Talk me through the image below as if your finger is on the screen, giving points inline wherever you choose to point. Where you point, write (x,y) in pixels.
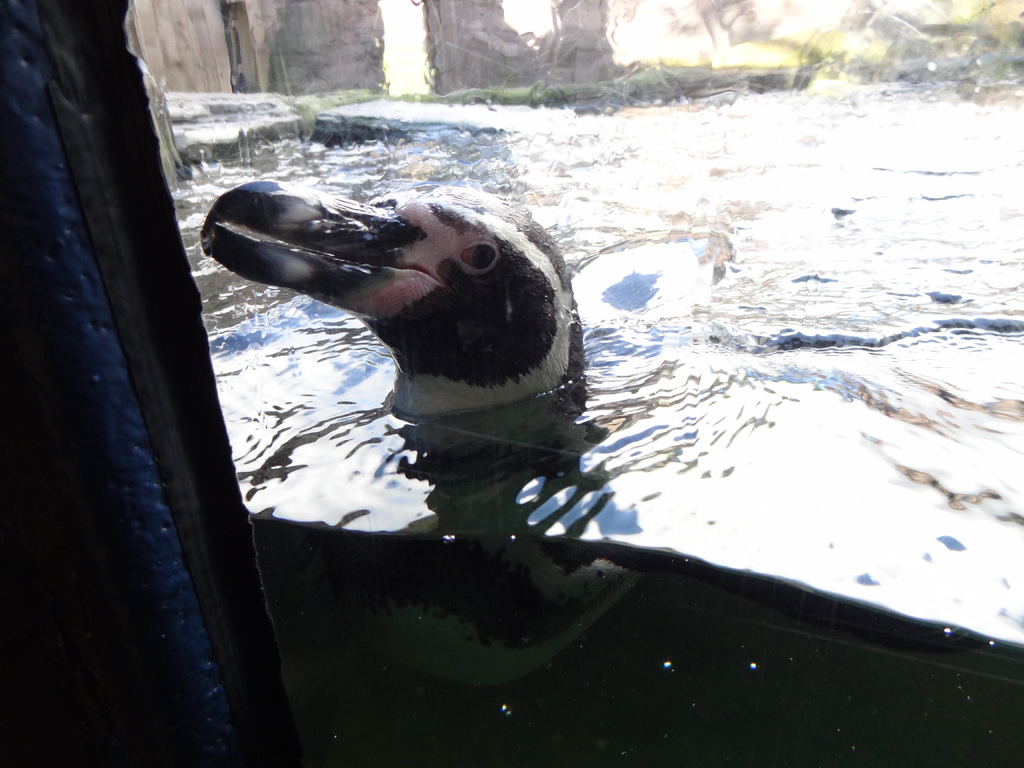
In this image there is a penguin (530,225) in the water (574,452) behind the glass (745,432). At the back (721,38) there are trees (685,48). At the bottom (290,581) there is water (897,355).
